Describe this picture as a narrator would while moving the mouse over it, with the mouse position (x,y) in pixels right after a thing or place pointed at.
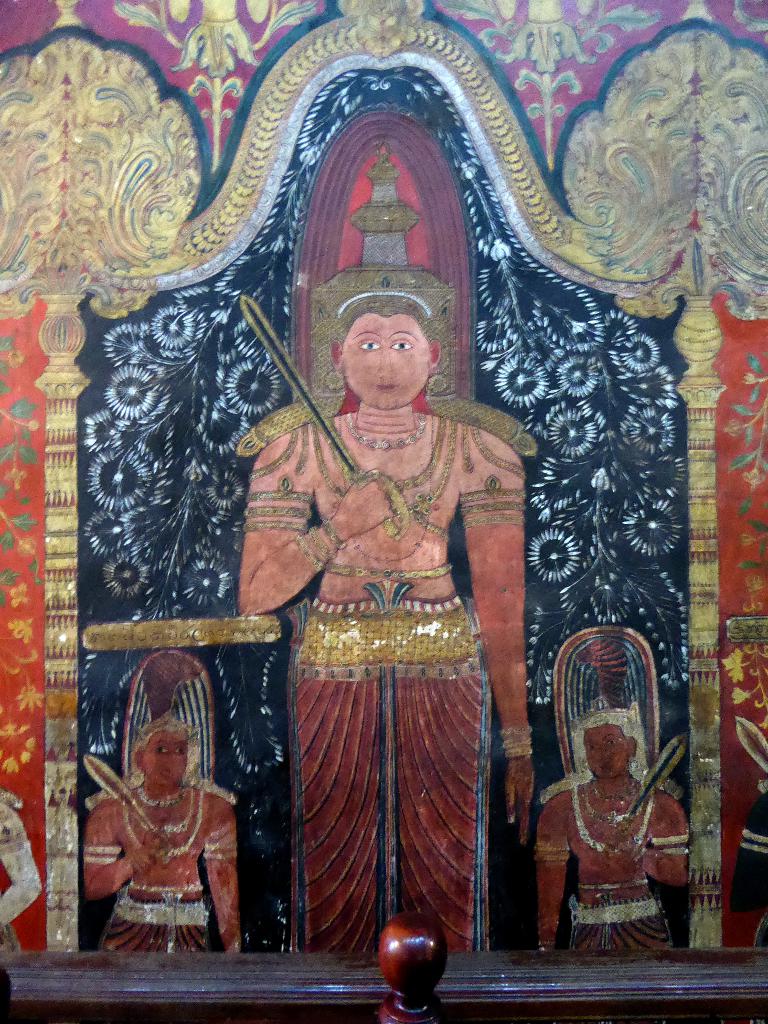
In this picture we can see some art work (274,174) done on the wall (205,248). In the front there is a small wooden railing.
